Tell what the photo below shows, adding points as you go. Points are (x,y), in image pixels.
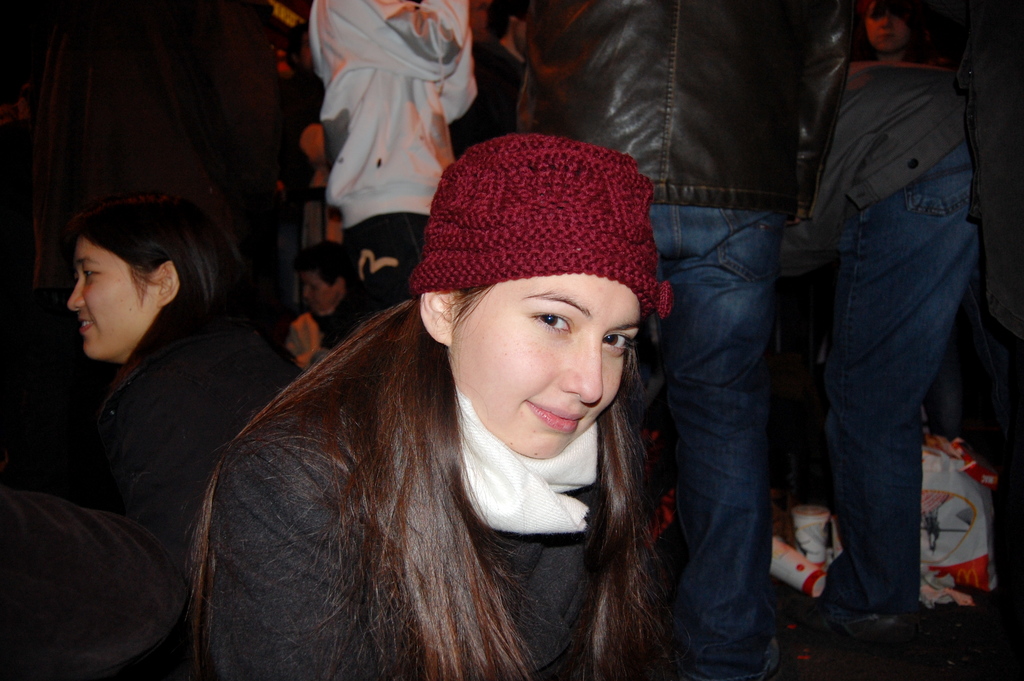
In the center of the image (459,351) there is a lady (212,643) wearing a red color cap (570,268) and black color dress (541,579). In the background of the image (118,342) there are many persons (755,151).
